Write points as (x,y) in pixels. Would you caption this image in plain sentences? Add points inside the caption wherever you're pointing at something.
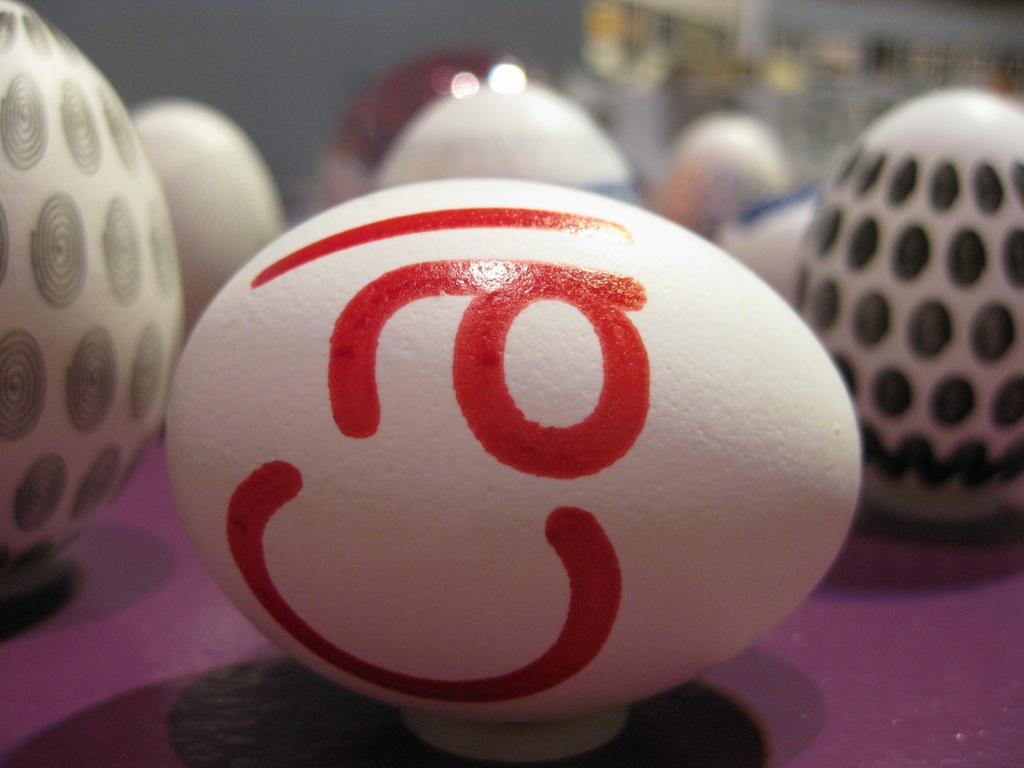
This picture shows few colored eggs (801,407) and we see text (363,360) on one of the egg (755,543).
